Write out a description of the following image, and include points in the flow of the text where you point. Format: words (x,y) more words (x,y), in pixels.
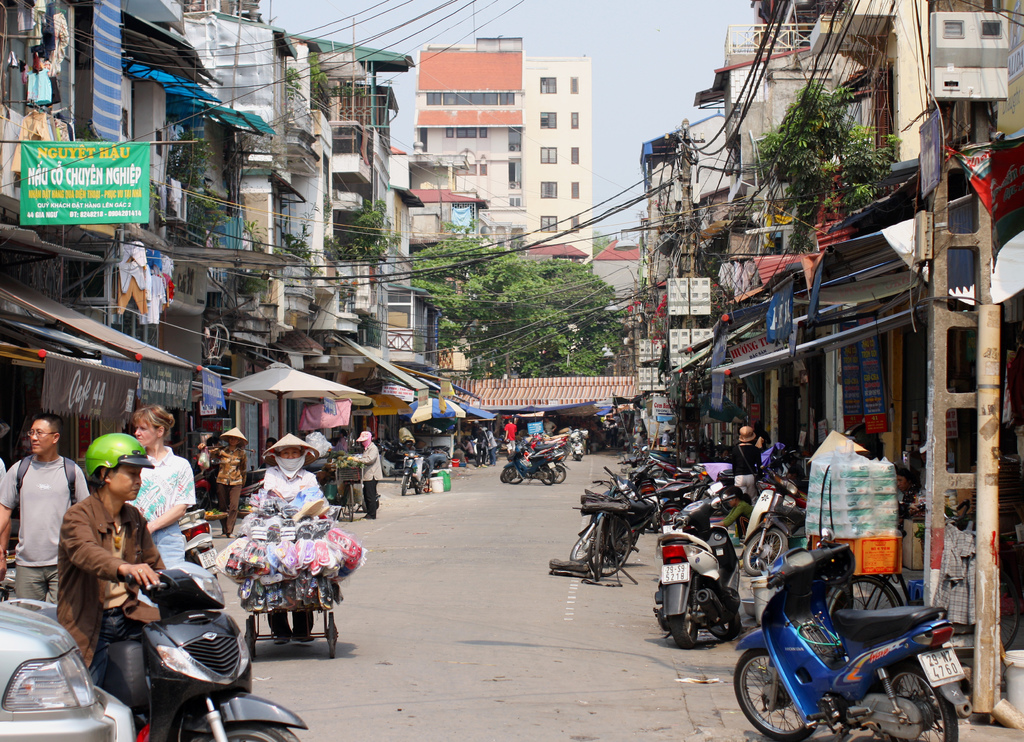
In this image, we can see some persons (50,474) and vehicles (685,539) in between buildings (714,143). There is a tree (471,314) and a building (506,210) in the middle of the image (523,315). There is banner (117,194) in the top left of the image (131,194). There is a sky (563,24) at the top of the image (556,42).
